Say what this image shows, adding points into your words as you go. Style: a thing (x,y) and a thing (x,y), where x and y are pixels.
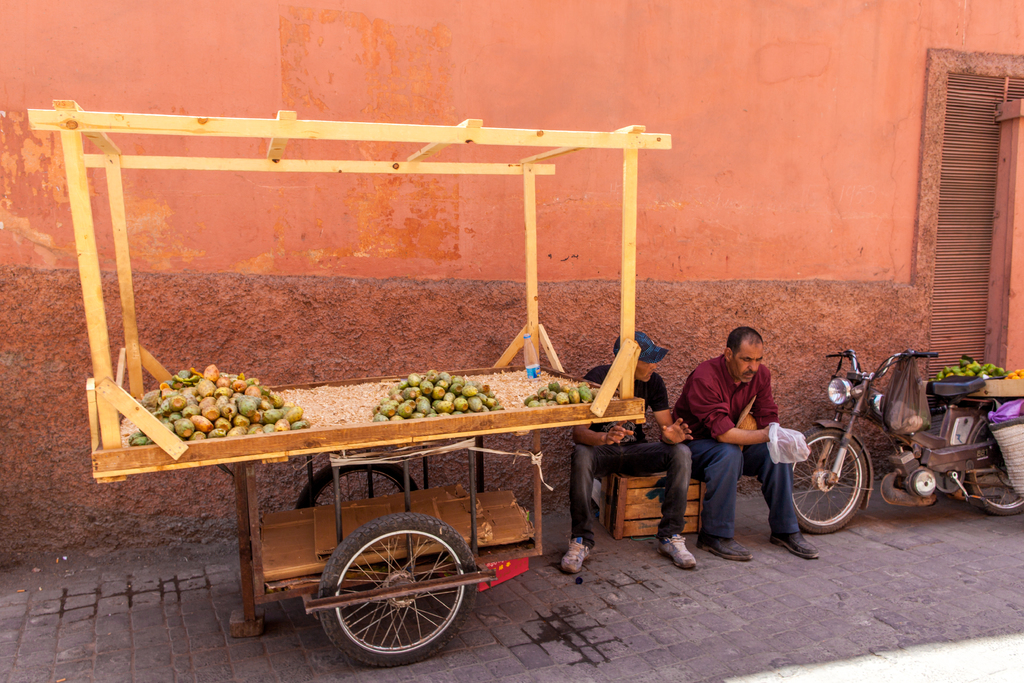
In this picture I can see there is a wooden trolley (316,443) and there are fruits (573,400) placed and there is a motorcycle (966,385) at right side (954,391) and there is a wall (794,70) in the backdrop (608,115).
